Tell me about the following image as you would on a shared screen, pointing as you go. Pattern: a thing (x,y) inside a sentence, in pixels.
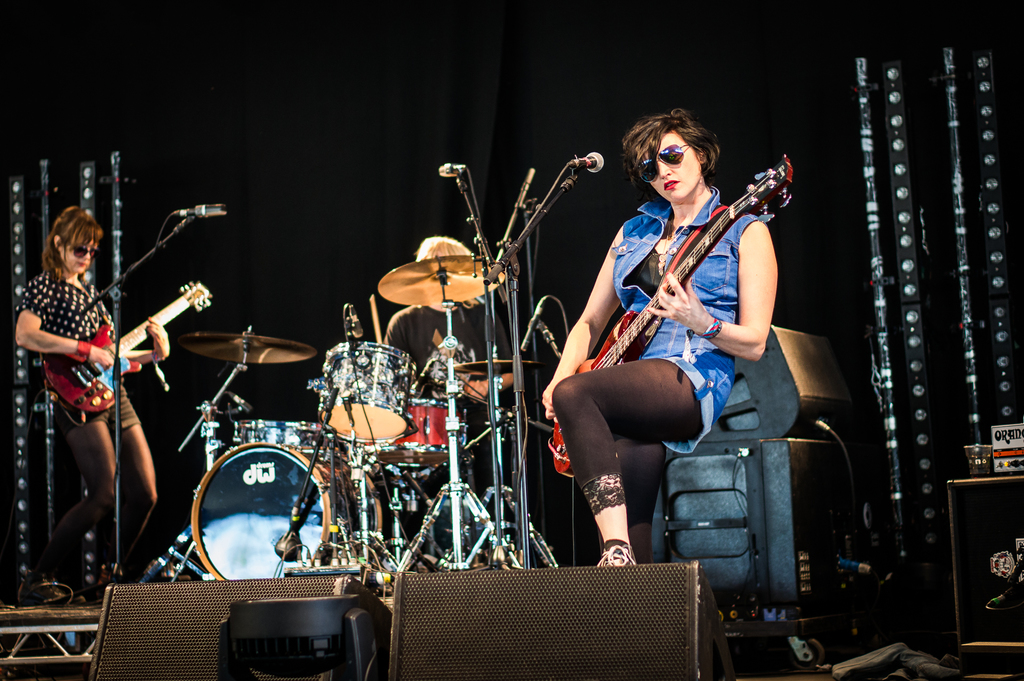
These two persons (432,350) sitting and playing musical instruments (269,490) and this person (99,423) standing and holding guitar (100,397). We can see microphones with stand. On the background (333,60) we can see curtain (560,53).
